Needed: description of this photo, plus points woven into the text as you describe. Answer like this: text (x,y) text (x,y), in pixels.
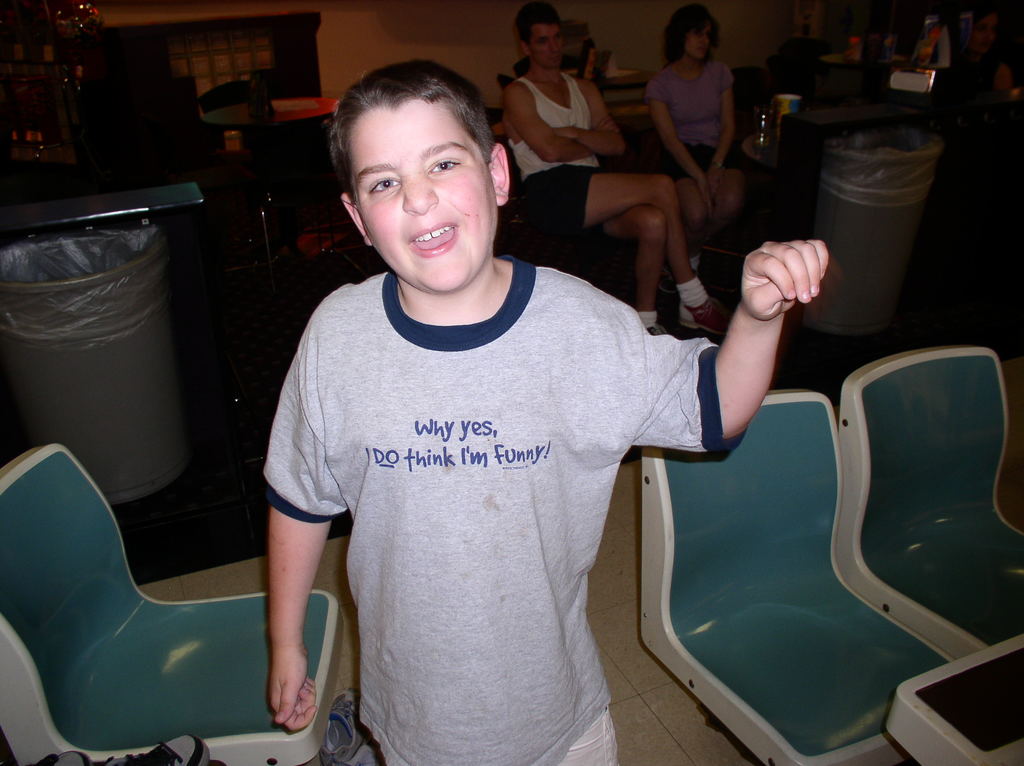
In this picture we can see boy (401,471) standing and smiling and in front and beside to him we can see chairs (136,647) and at back of him we can see bin (130,375), two people (534,21) sitting and wooden table (235,117), wall (359,48).
